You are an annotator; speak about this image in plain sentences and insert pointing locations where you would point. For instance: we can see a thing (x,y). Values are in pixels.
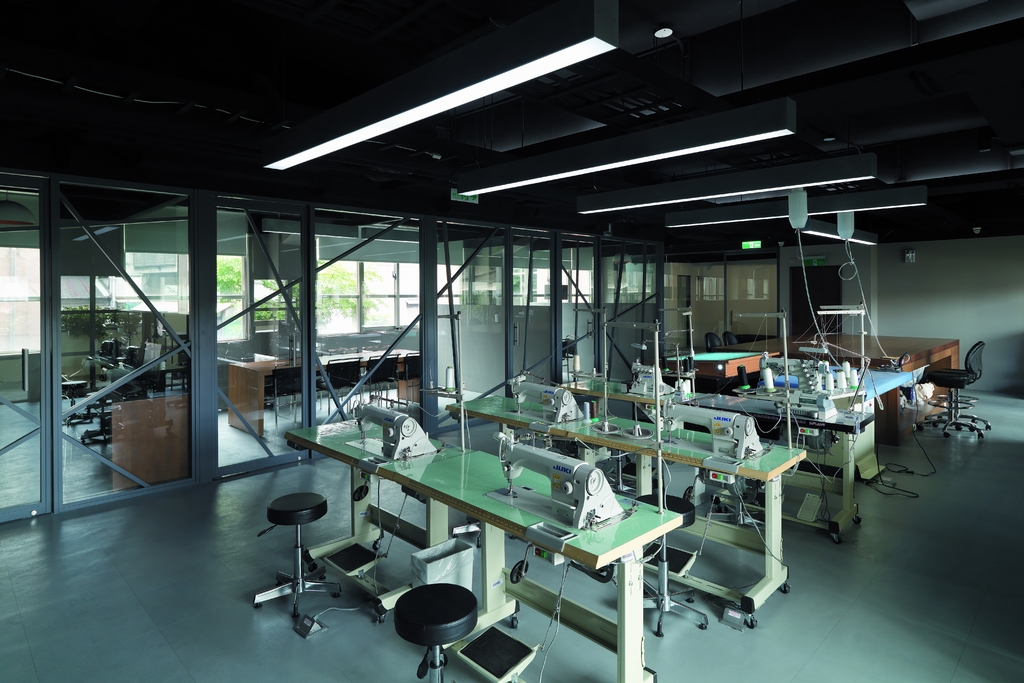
This is an inside picture of a workplace (800,567). There are number of tables (810,420), chairs (970,359). On the table (634,528) there is a sewing machine (419,426). Outside there is a tree (336,288) in green color. On a roof (446,53) light (476,91) is attached. Wall (942,273) is in white color. Floor (940,557) is in grey color. This table (916,349) is in brown color.
